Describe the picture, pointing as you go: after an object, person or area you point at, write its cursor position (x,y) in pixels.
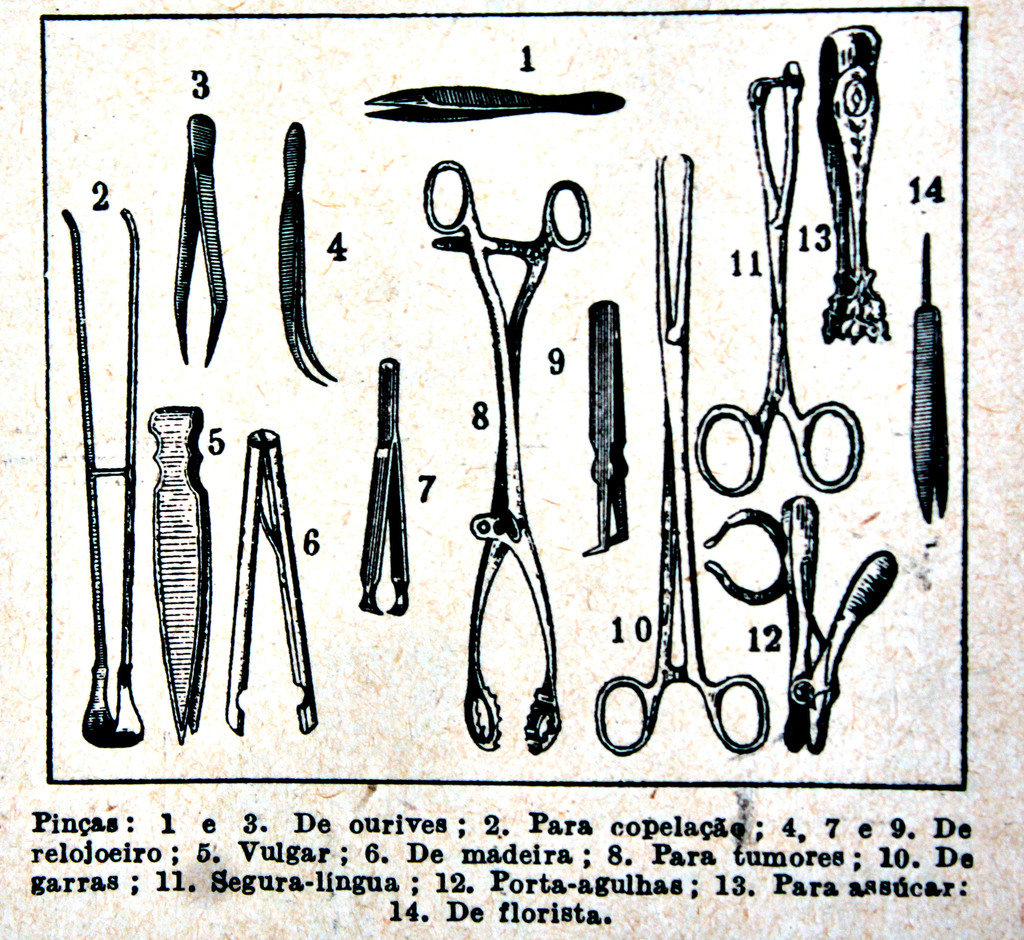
In this image, this looks like a paper (223,549). I can see the picture of the tools (663,206), letters (354,826) and numbers (438,886) on it.
